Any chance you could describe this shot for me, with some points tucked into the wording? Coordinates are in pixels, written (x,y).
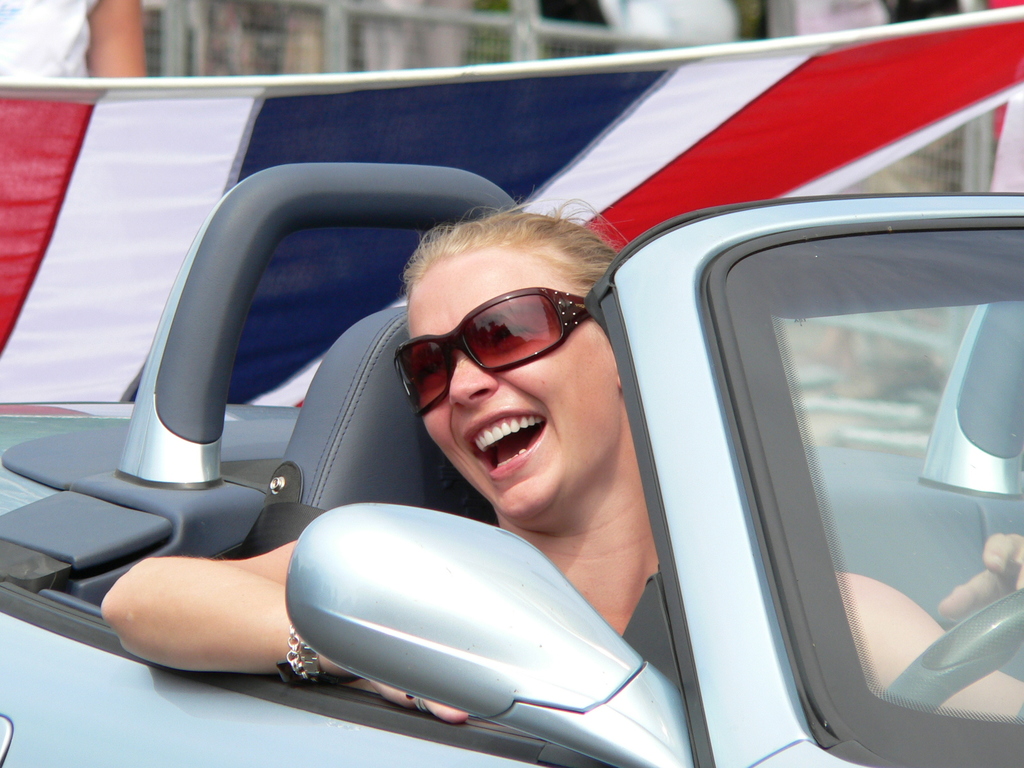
In this image the woman (585,522) is riding a car (606,630), wearing goggles (521,351). The woman (520,479) is smiling. At the background (481,50) there is a fencing (422,49) and a flag (574,161).
